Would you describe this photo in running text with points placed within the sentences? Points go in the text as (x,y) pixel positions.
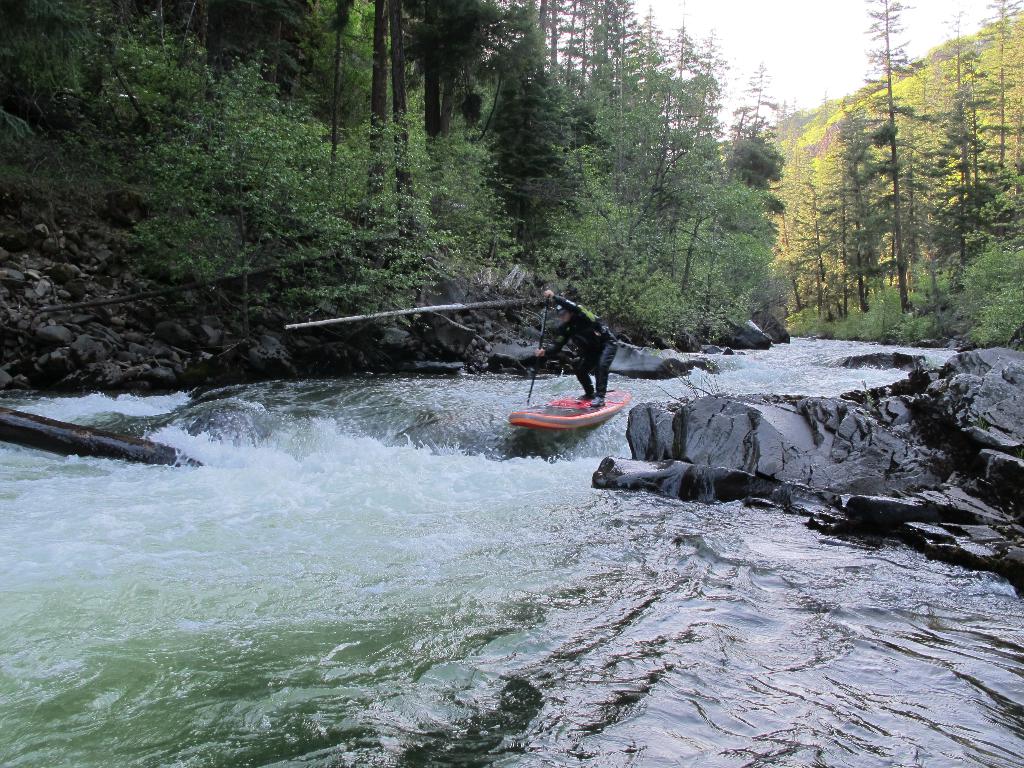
In this picture we can see a person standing on a surfboard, he is holding a stick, here we can see water (597,547), some stones (961,535) and in the background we can see trees (1018,204), sky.
